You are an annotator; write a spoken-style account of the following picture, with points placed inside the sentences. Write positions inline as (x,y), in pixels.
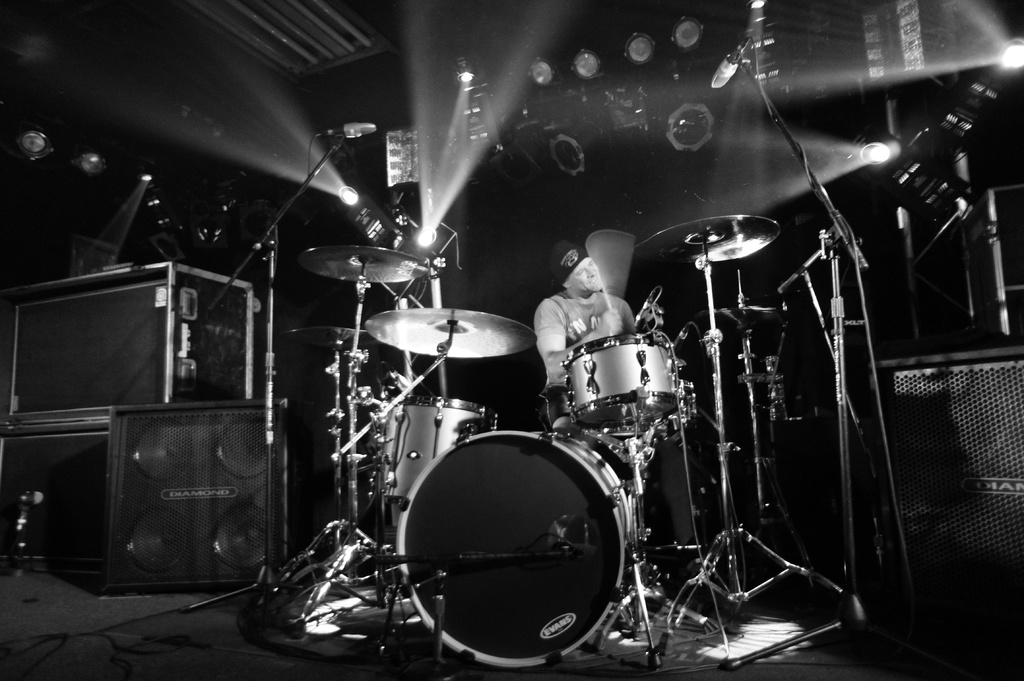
In the image in the center (557,328) we can see one person (577,326) sitting and holding drumsticks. In front of him, there is a speaker (980,520) and musical instruments (524,471). In the background (319,461) there is a roof (471,14), wall (534,220) and lights (279,141).
